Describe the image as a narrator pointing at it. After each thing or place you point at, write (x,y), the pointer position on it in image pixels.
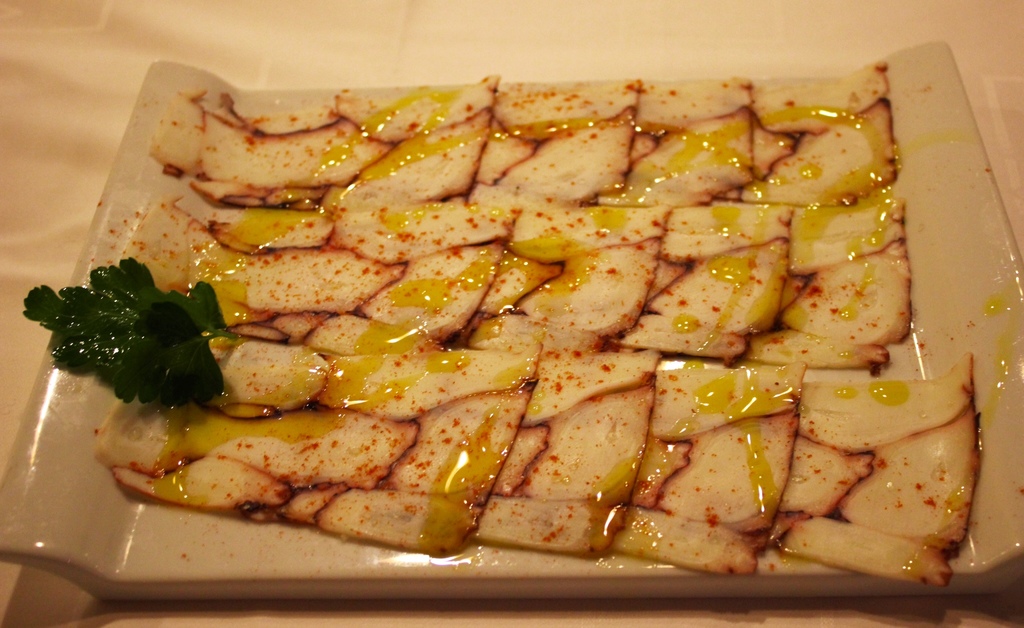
In this image there are some food items (463,300) on a tray (56,510).
